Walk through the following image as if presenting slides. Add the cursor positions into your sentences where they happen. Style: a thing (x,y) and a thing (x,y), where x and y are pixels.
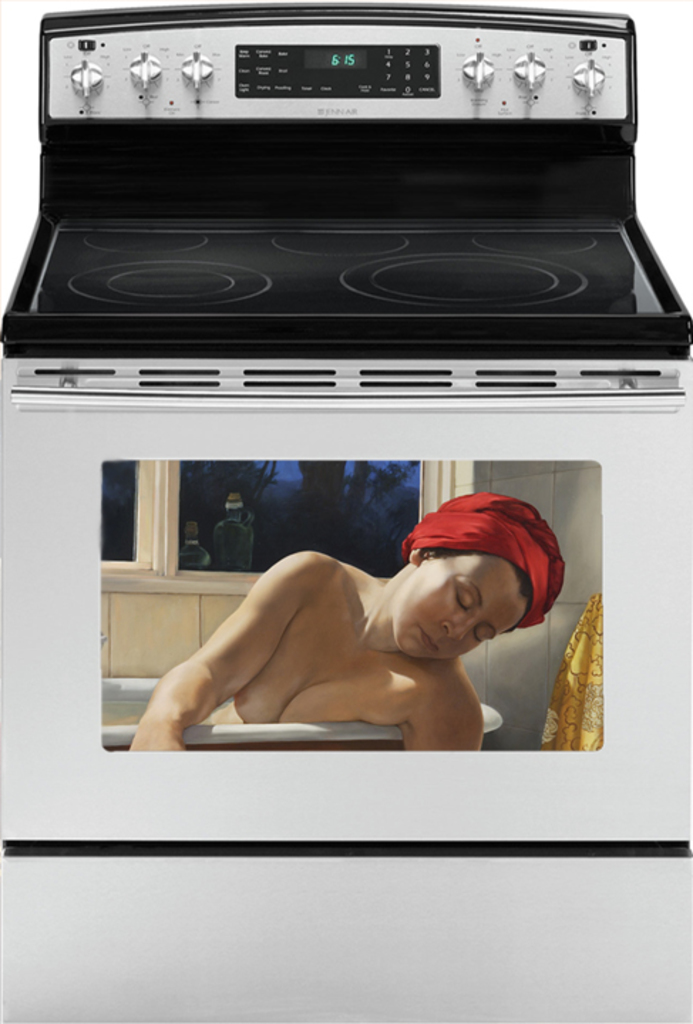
In this image we can see a picture (560,662) of a person (358,617) on a oven (376,361).
